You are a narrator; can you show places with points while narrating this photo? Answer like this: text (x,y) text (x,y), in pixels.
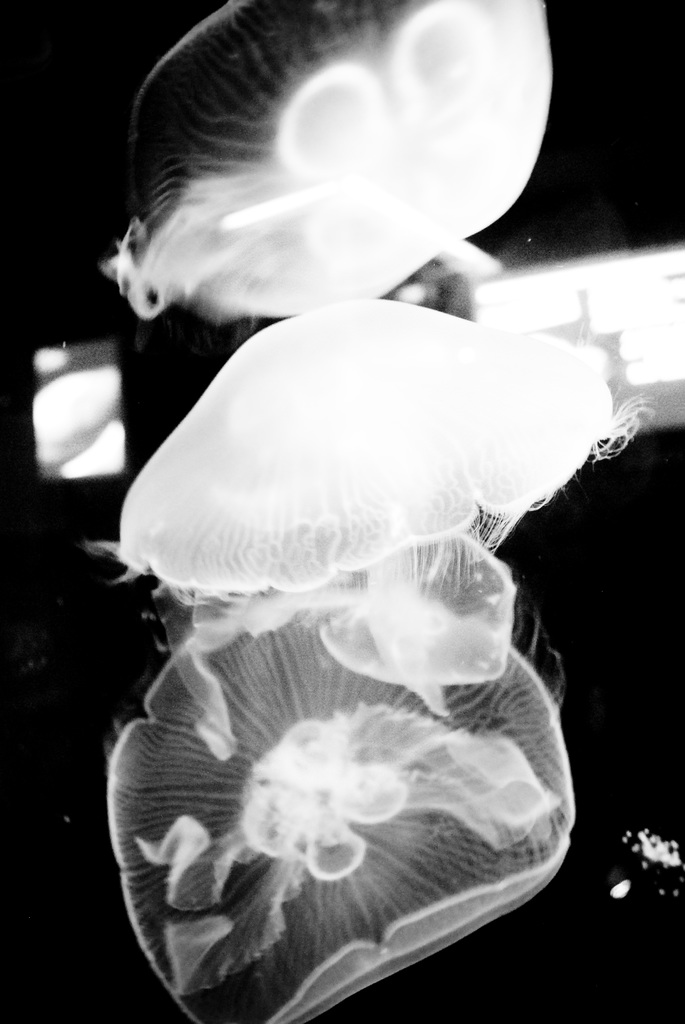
This is a black and white picture. I can see jellyfishes (219,590), and there is dark background (622,853).
